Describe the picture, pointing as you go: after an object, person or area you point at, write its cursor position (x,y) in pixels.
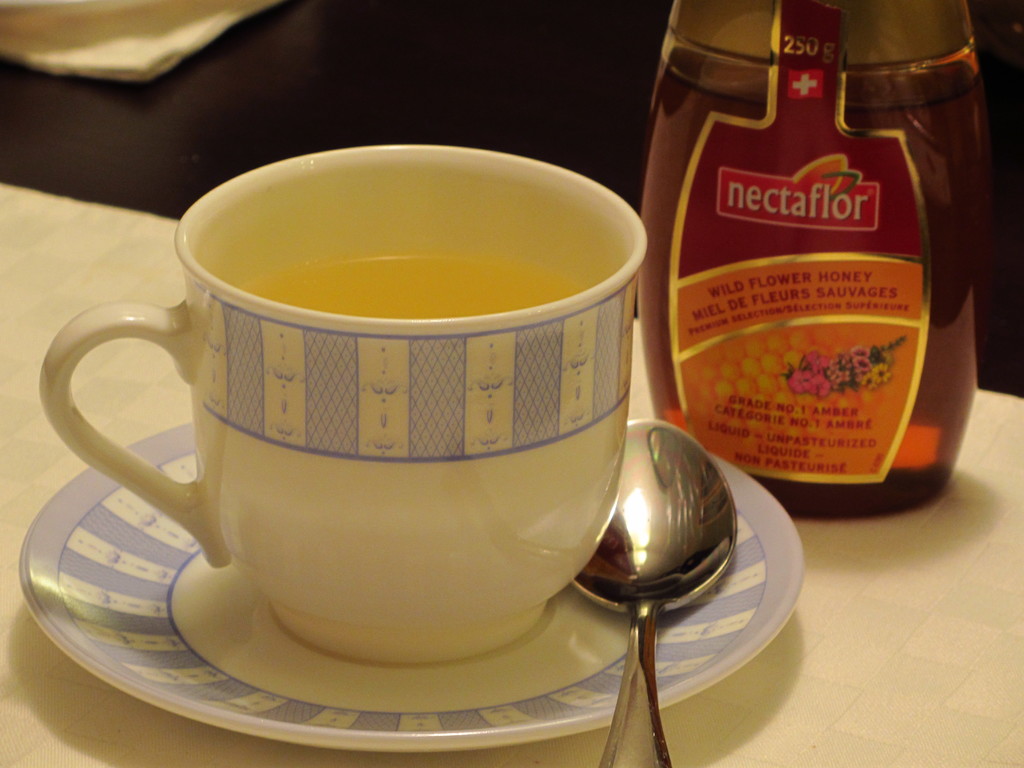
In this image there is a honey water cup (355,484) and a saucer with a spoon (669,580) and also a honey bottle (791,381) placed on the table (857,696).
